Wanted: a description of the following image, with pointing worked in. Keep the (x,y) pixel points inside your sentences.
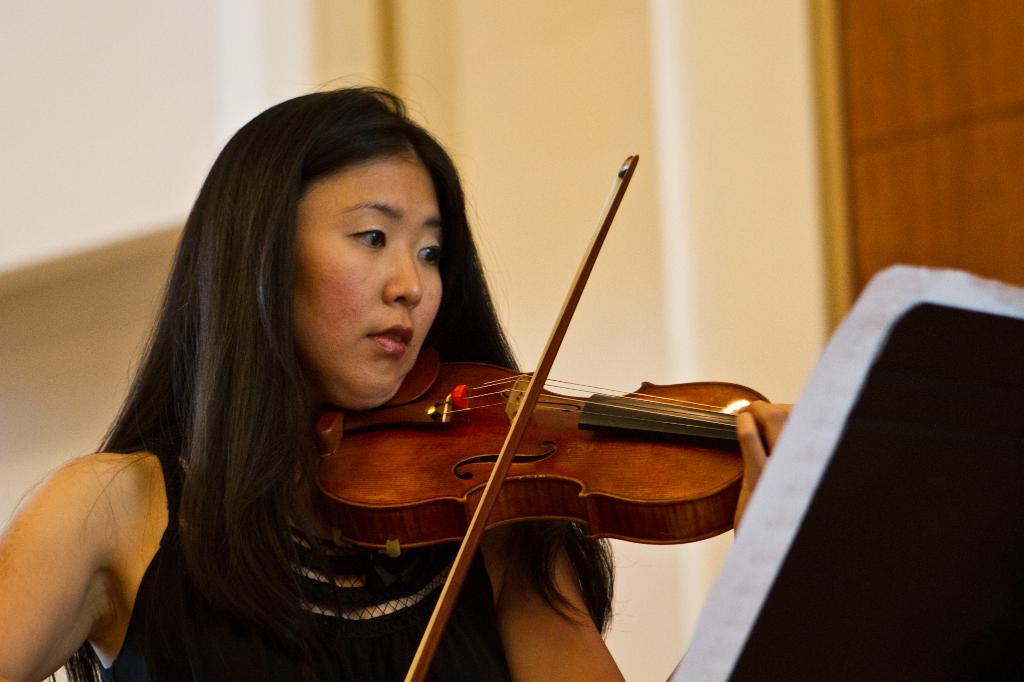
In this image, I can see a woman (365,607) playing violin (450,448). In the bottom right corner of the image (744,601), I can see a paper (828,377) on a music stand (887,569). In the background (136,315), there is a wall (473,82) and a wooden object (921,148).
